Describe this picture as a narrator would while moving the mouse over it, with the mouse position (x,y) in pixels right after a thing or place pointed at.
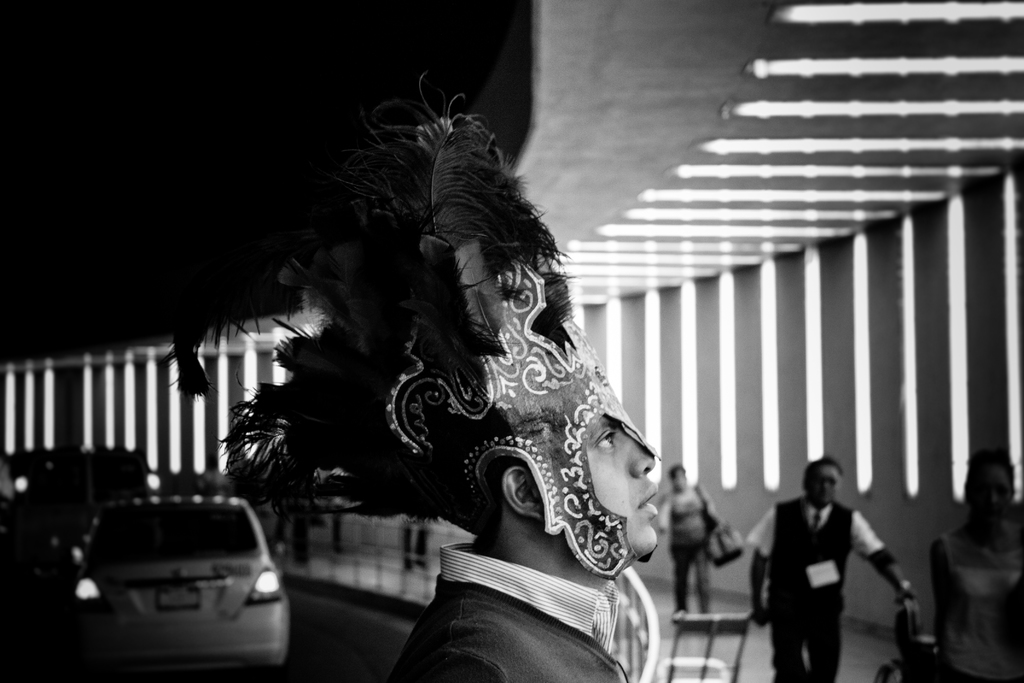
This is a black and white picture. On the right side of the picture (842,581) we can see people (943,637). On the left side (234,619) we can see vehicles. We can see a person (461,632) wearing a fancy cap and a mask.
